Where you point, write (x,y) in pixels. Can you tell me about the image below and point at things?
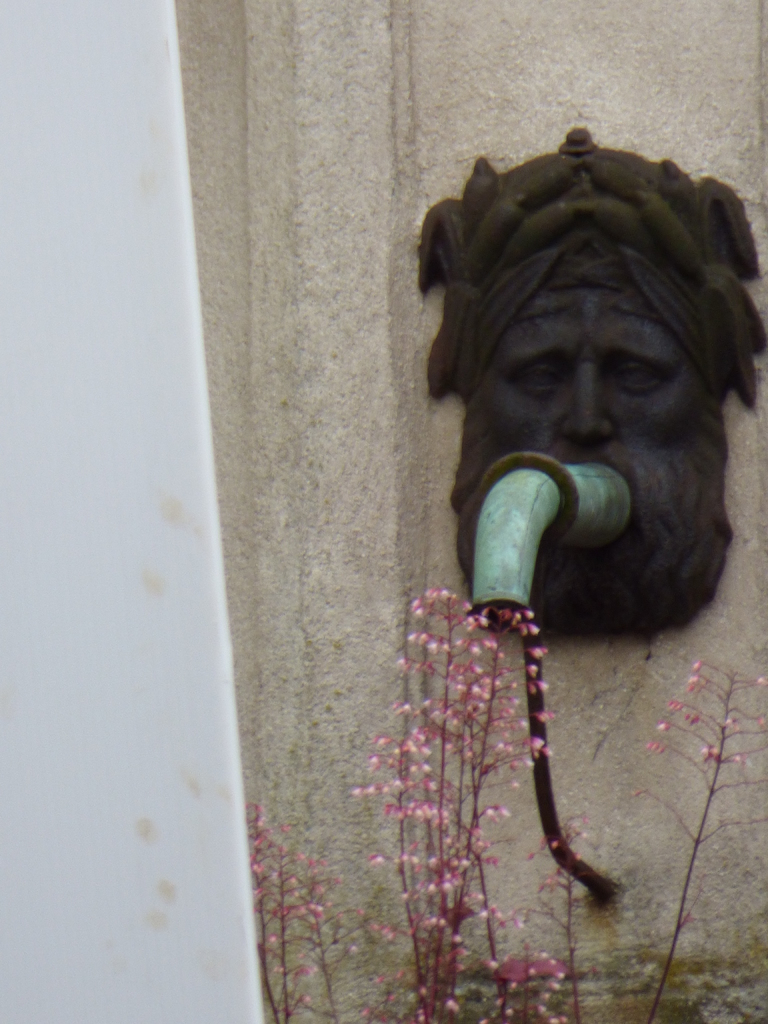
In this image I can see wall (365,157), sculpture (614,232), pipe (568,486), flower plant (504,701) and objects (549,789).
